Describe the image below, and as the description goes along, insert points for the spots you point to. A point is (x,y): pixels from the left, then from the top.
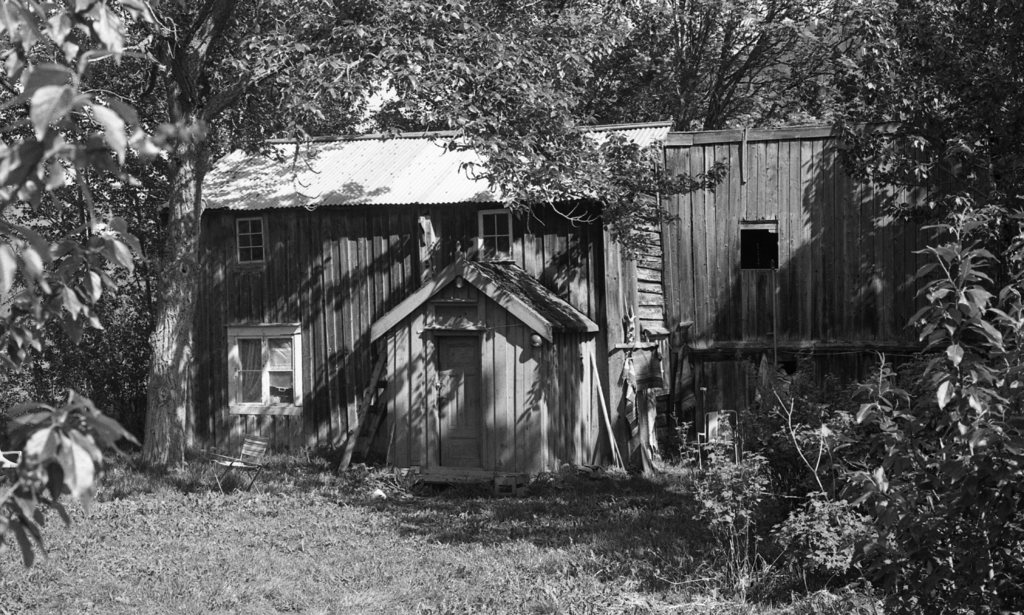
In the image we can see the black and white picture of the wooden house (704,240) and these are the windows (488,212). Here we can see the grass (293,539) and the trees (560,72).
